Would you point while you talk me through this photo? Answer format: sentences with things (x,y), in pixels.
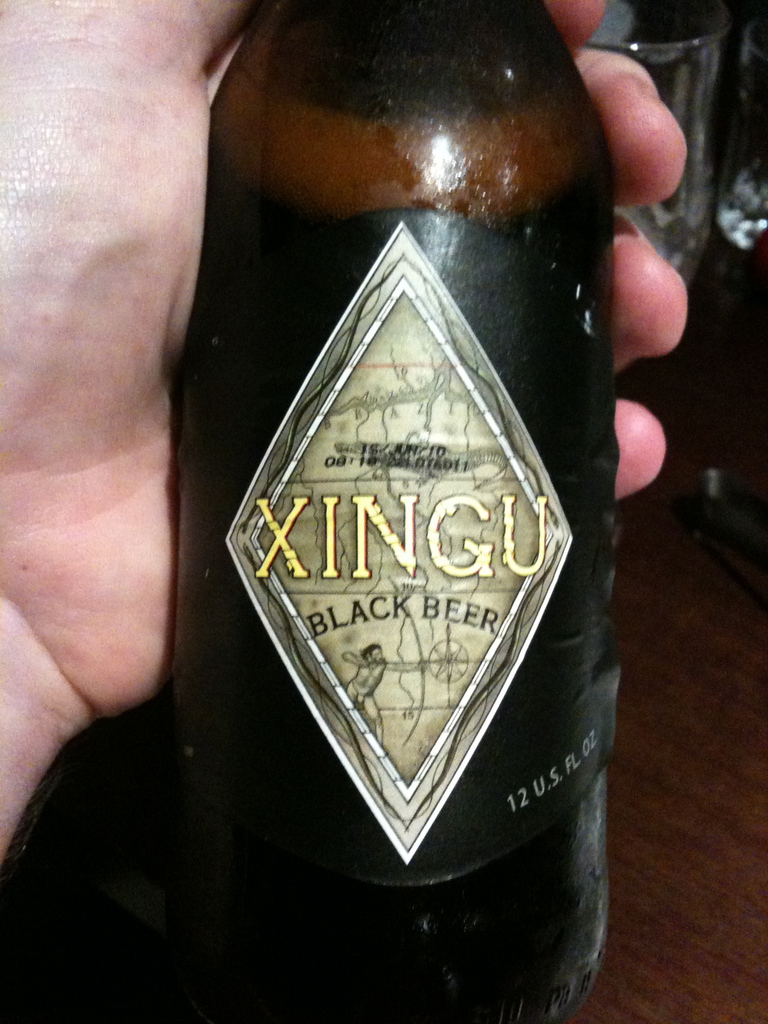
In the picture there is one hand (136,339) and in that hand (72,388) one black bottle (360,315) is present is there on that one text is written, behind the hand (610,62) there are two glasses (696,124) on the table (647,753).
